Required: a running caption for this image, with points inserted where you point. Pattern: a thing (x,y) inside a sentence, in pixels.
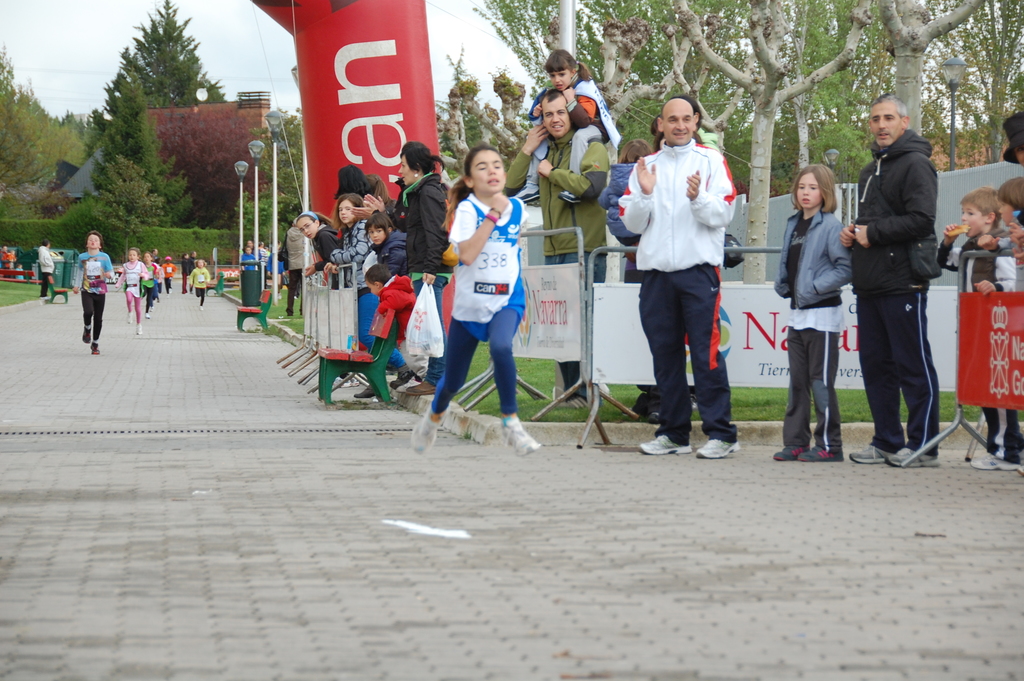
In the middle of the image (482,259) few people (622,163) are running and standing. Behind them there is a fencing (308,279) and poles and banners (553,308). Behind them there are some benches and grass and dustbins (256,289). At the top of the image (509,117) there is a building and trees (931,38) and sky (73,13).
